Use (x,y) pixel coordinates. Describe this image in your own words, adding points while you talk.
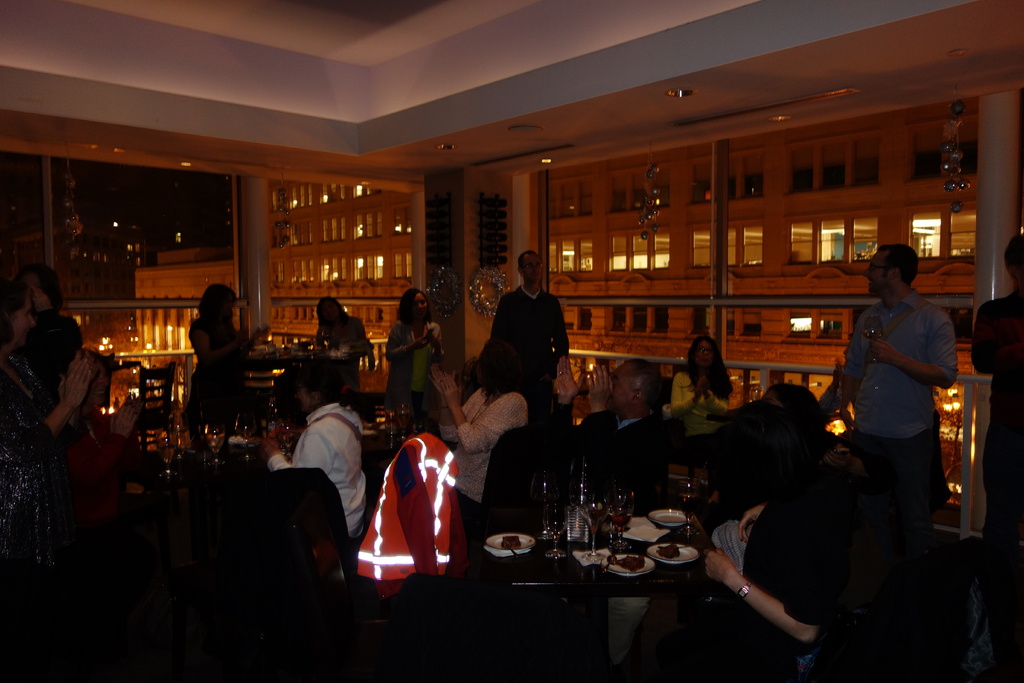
In this image I can see group of people (19,450) some are sitting and some are standing. I can also see few plates (662,524), glasses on the table (585,568), background I can see few lights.
